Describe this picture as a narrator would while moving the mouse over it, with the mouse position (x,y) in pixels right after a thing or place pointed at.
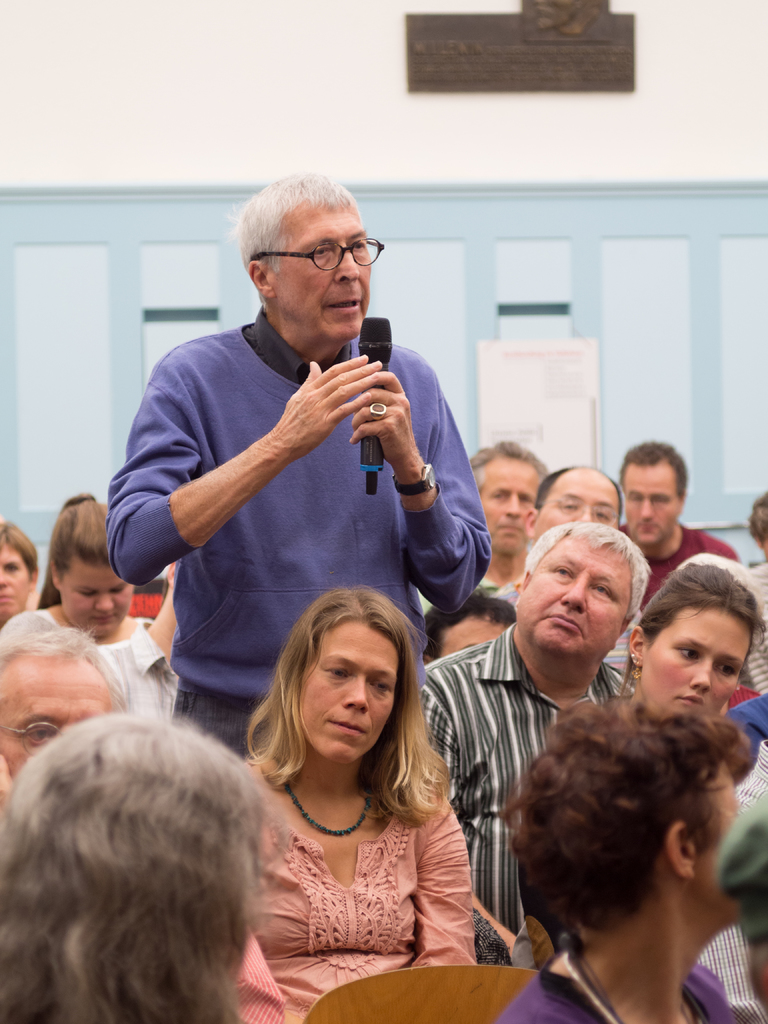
In this image we can see a person (267,428) standing, and holding a microphone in the hands (294,442), and in front (177,815) a group of people (499,646) are sitting, and at back (121,329) here is the wall (211,152).
